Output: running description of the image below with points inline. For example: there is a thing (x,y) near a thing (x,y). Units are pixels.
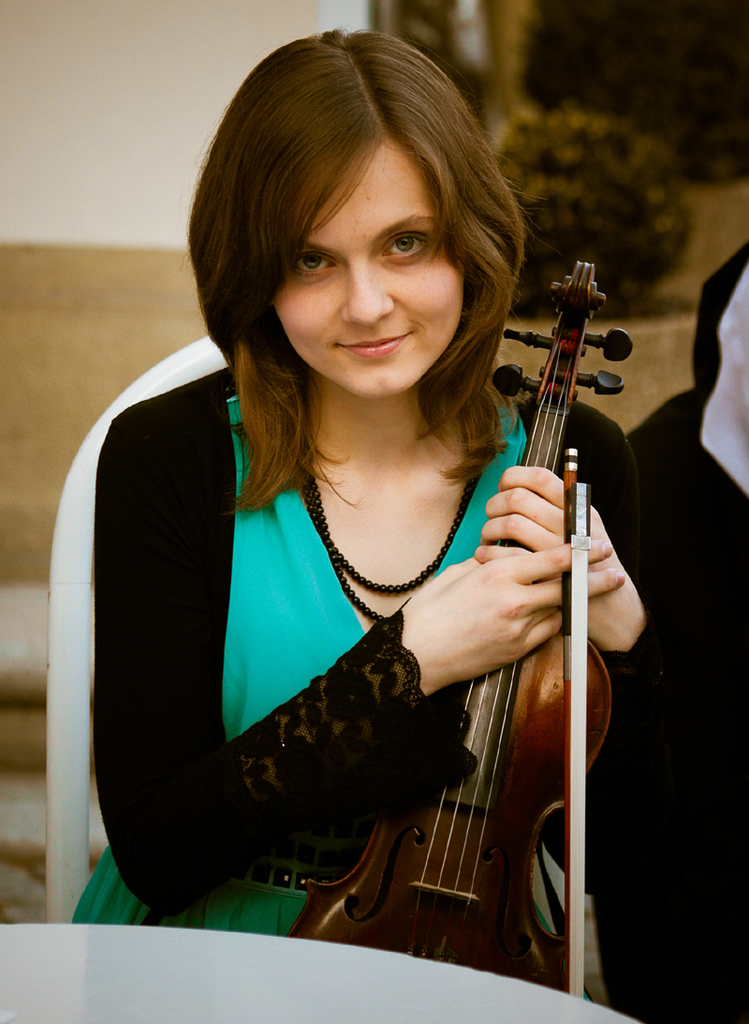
In this image I can see a person (331,393) smiling and holding the musical instrument (505,688). In the background (522,149) there are trees (511,171).
